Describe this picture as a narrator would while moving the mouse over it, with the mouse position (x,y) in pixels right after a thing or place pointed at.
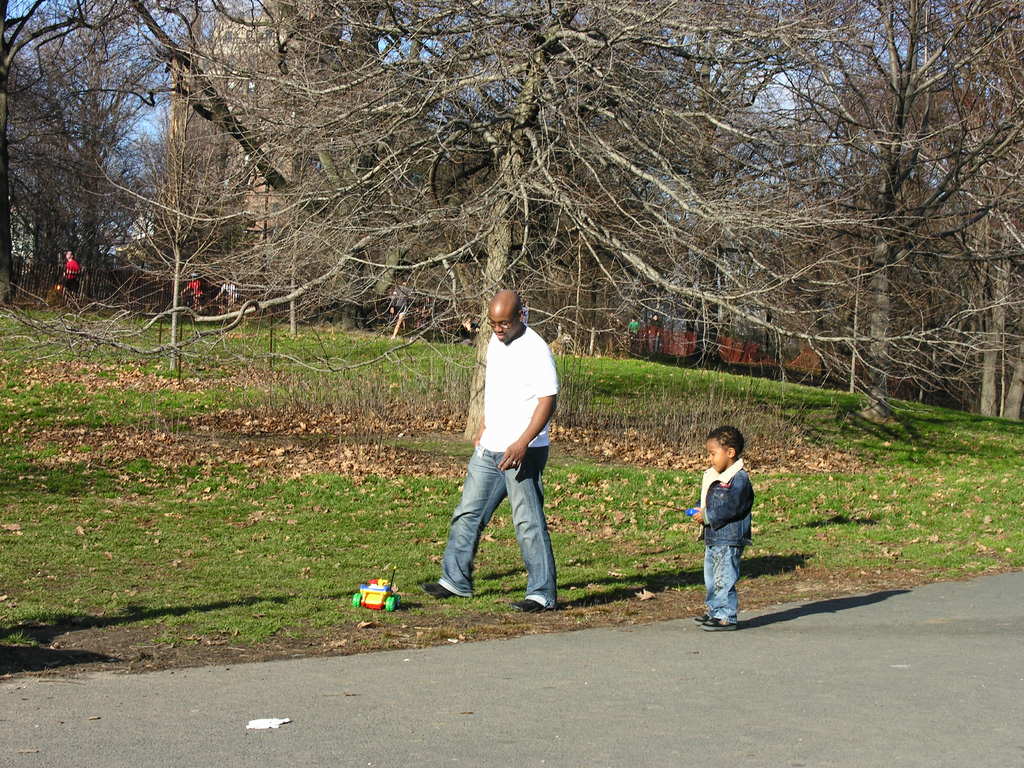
In this picture I can see a man (509,460) and a boy (713,518) is standing on the ground (567,566). I can also see toy (388,592), grass (372,531) trees (327,142), road (500,644) and sky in the background (387,179).
